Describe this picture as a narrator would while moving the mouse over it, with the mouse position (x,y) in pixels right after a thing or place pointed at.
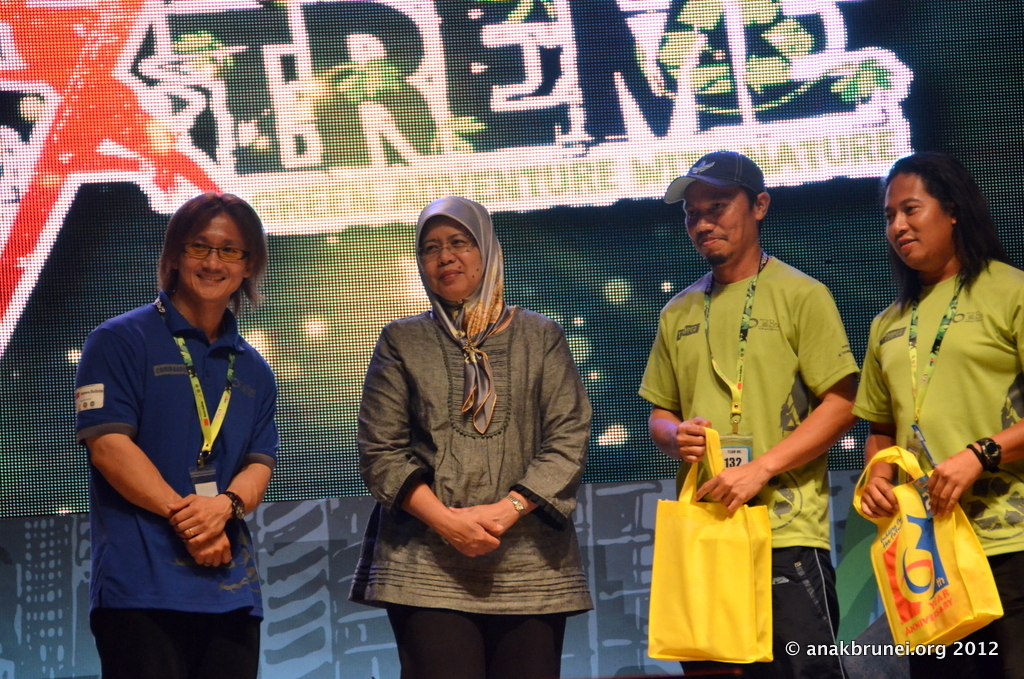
In the foreground of the image (491,293) there are four persons (957,256). In the background of the image (45,428) there is screen (526,293). At the right side (808,644) bottom of the image (862,644) there is some text (858,649).
